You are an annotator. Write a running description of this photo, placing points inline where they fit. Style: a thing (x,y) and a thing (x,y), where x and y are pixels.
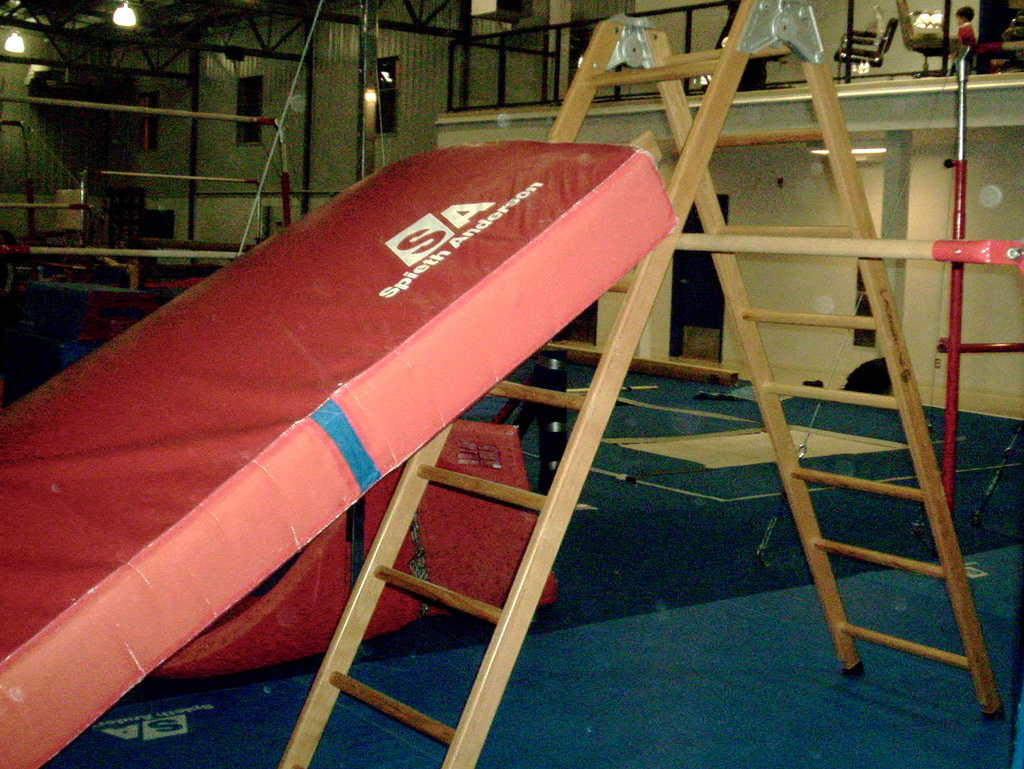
In the image there is a box (300,309), wooden ladder (729,55) and many other objects (92,306) in a room (743,187) and on the right side (939,41) there is a kid (962,17) beside the chair (925,46) in the first floor (889,16). There are a lot of iron rods (220,26) fit to the roof (207,16) of the room (246,59).
